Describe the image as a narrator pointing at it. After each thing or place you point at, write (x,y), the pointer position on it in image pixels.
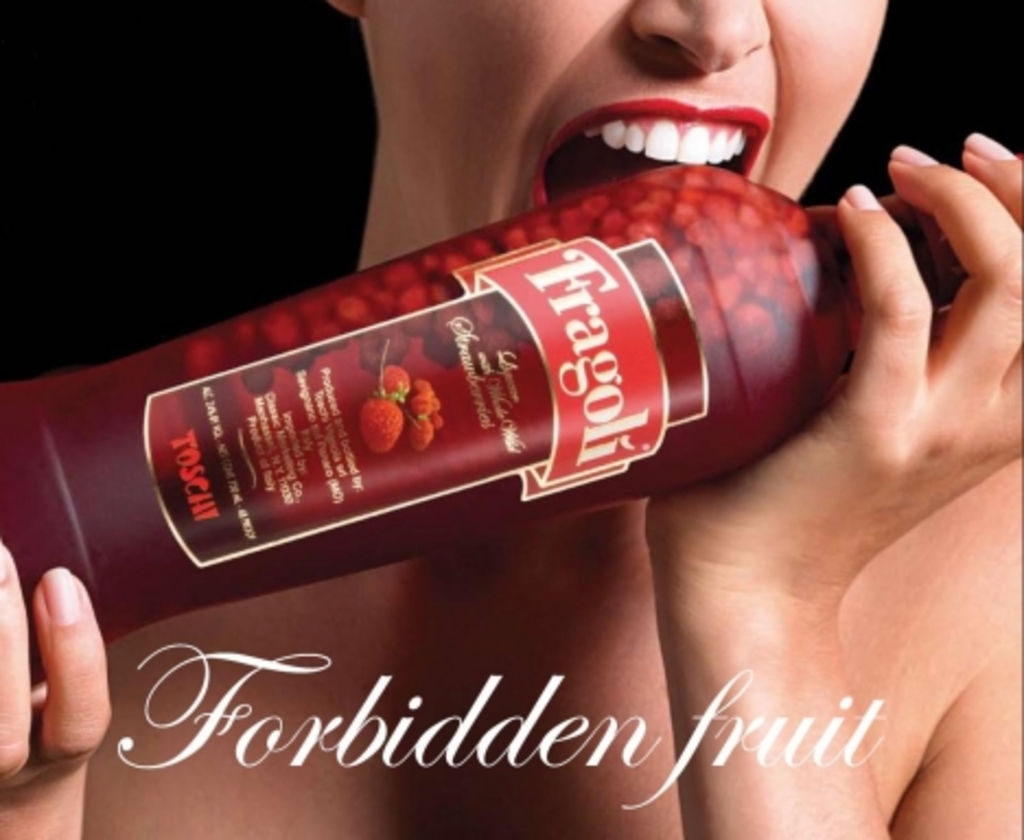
In this picture we can say that a women (618,130) is holding a red color strawberry flavor bottle (452,436) on which Fragoli is written on it! Holding in her hand (54,786) and near her mouth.
